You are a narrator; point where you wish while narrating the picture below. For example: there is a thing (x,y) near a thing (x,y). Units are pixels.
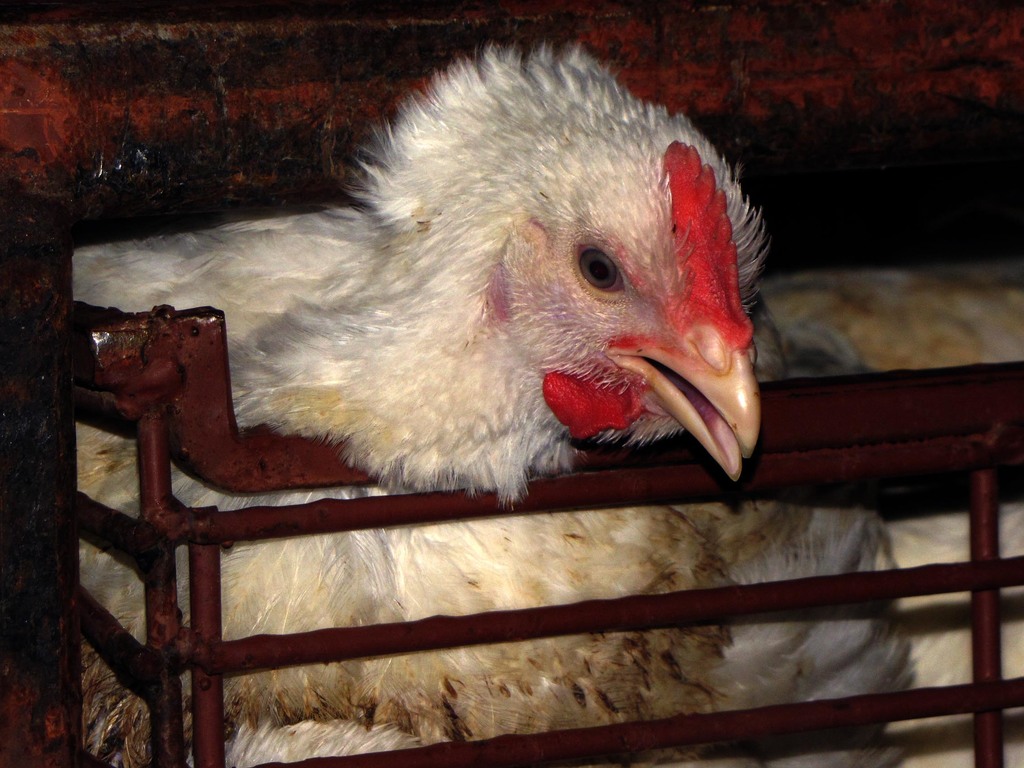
In the picture I can see a hen (567,257) which has a fence (555,478) below and above its head (719,453).
